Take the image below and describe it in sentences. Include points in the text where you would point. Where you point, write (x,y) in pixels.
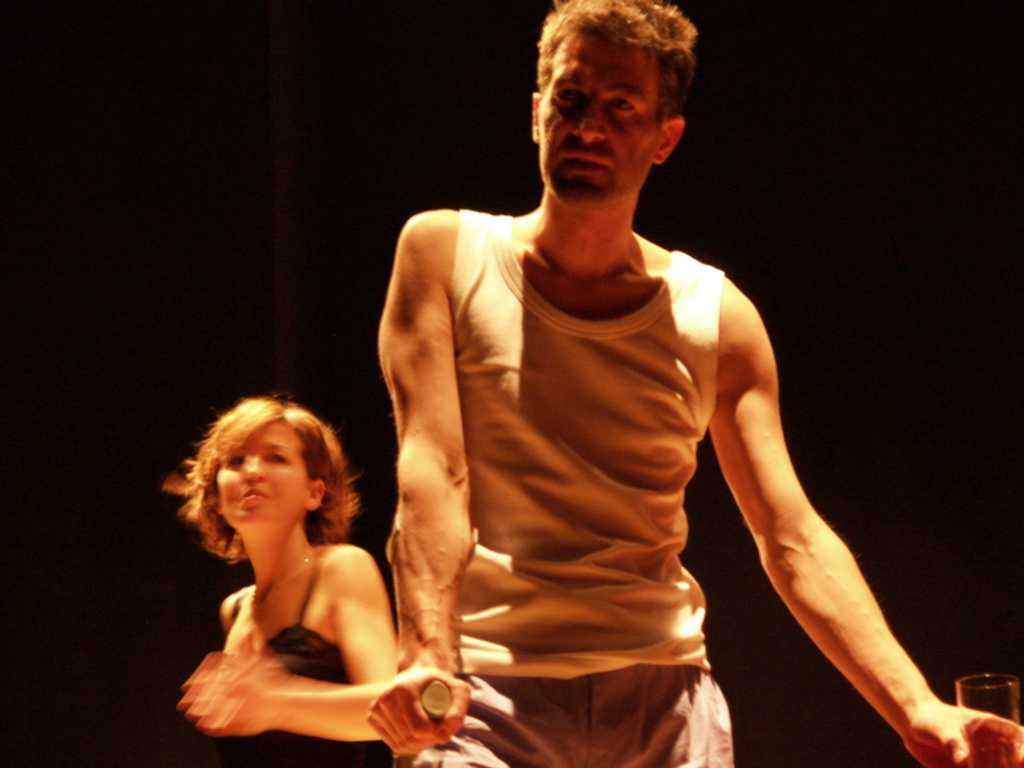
In the picture we can see a man (598,670) standing and holding a glass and behind him we can see a woman (329,588) standing, she is with black top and behind them we can see dark.
